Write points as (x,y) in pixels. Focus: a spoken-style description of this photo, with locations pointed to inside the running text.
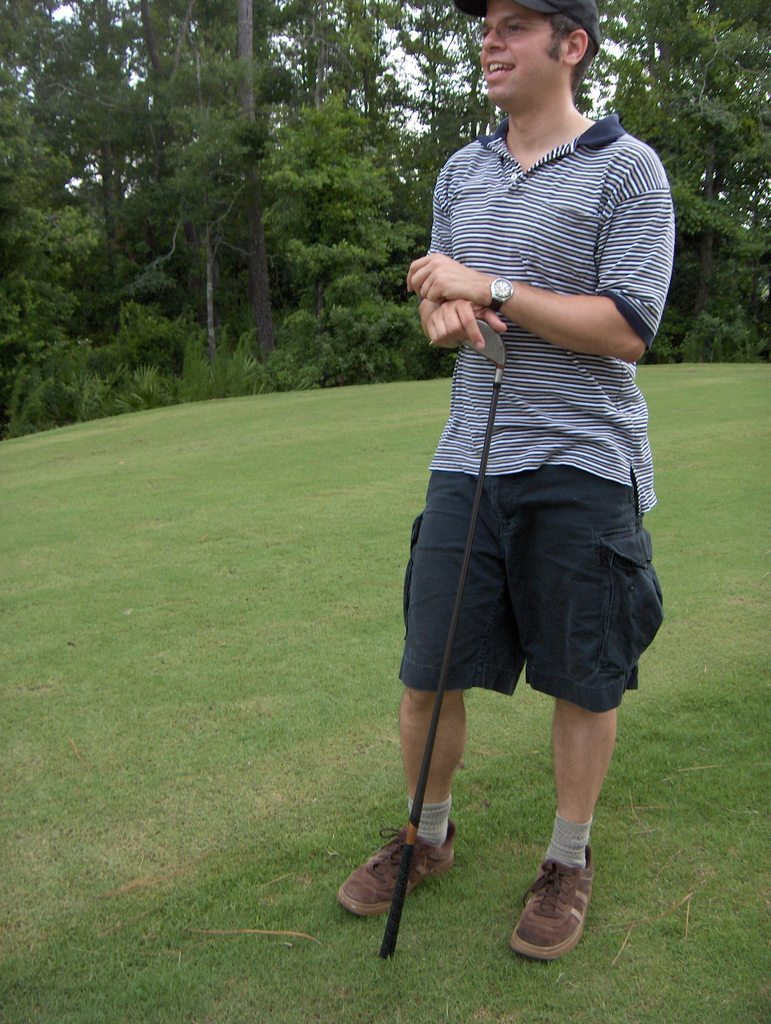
In this picture there is a man (624,604) wearing a blue color t-shirt (582,441) and shorts (560,613), standing in the golf ground (516,880) and holding a golf stick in the hand (477,334). Behind there are many trees (164,225).
